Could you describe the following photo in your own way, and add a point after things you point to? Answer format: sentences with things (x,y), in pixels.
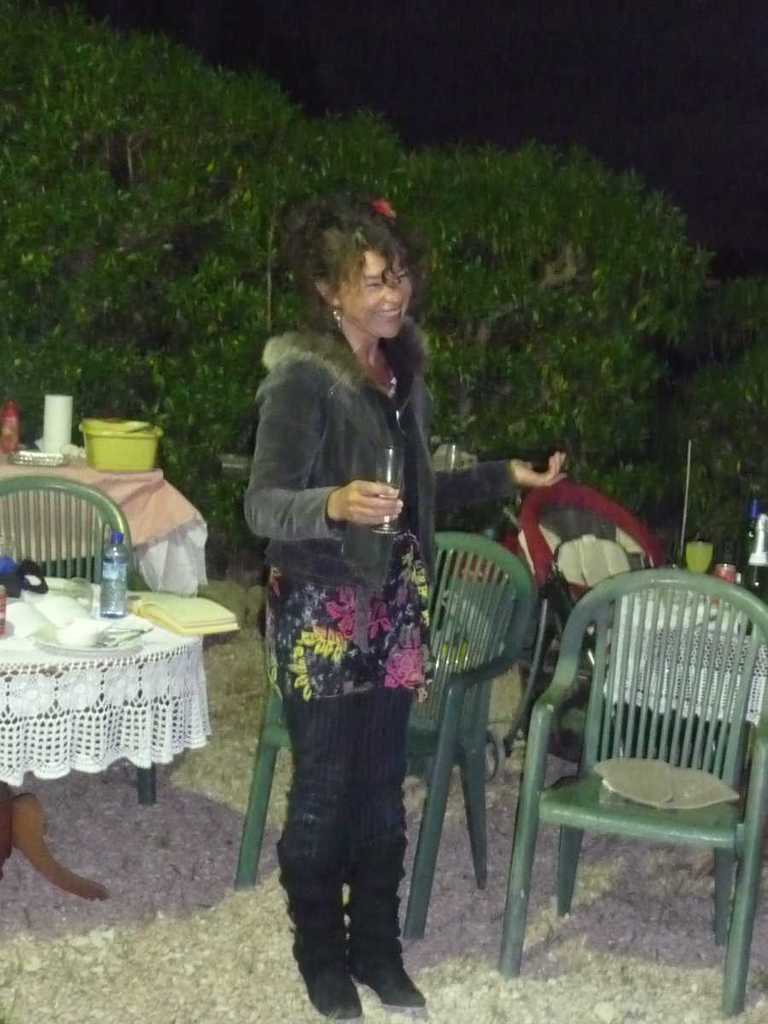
There is a woman (388,202) standing with a glass (378,531) in her hand (370,483). There is a chair (15,541). There is a table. The bottle (123,610) is placed on the table (95,600). There are dishes (37,462) on the table (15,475). In the background (85,49) there are trees (16,305).
